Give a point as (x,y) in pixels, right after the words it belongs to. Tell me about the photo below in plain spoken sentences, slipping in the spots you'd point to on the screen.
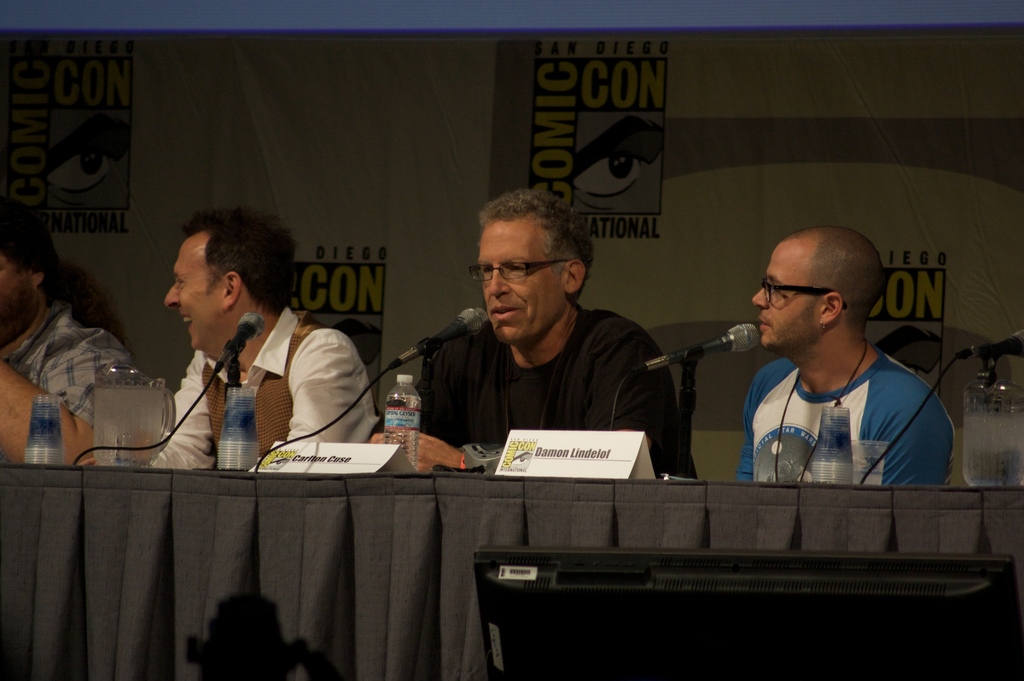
In this picture I can see group of men (623,389) are sitting in front of a table (520,546). On the table (333,494) I can see glasses (245,426), microphones (407,359) and other objects (160,427) on it. The men (801,455) on the right side (791,470) are wearing glasses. In the background (385,178) I can see logos (582,162) on the object (398,158).
